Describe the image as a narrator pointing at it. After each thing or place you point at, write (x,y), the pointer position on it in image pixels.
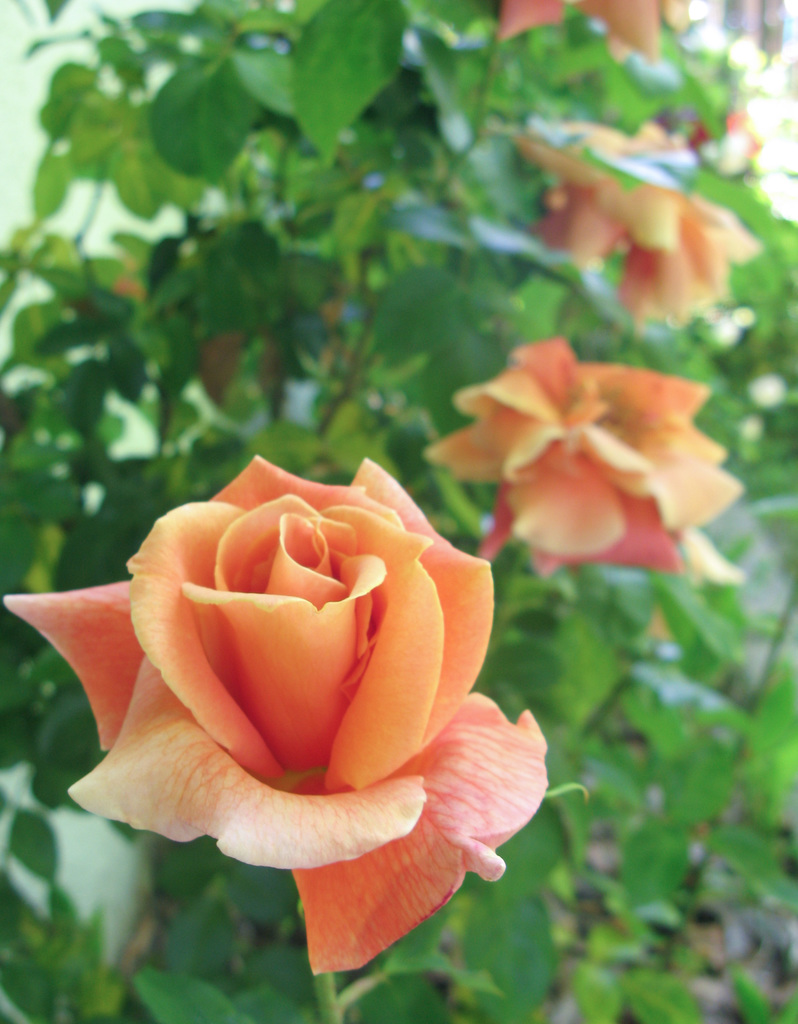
This image consists of rose plants (416,847) on the ground (732,809) which is taken during a day may be in a garden (739,909).
